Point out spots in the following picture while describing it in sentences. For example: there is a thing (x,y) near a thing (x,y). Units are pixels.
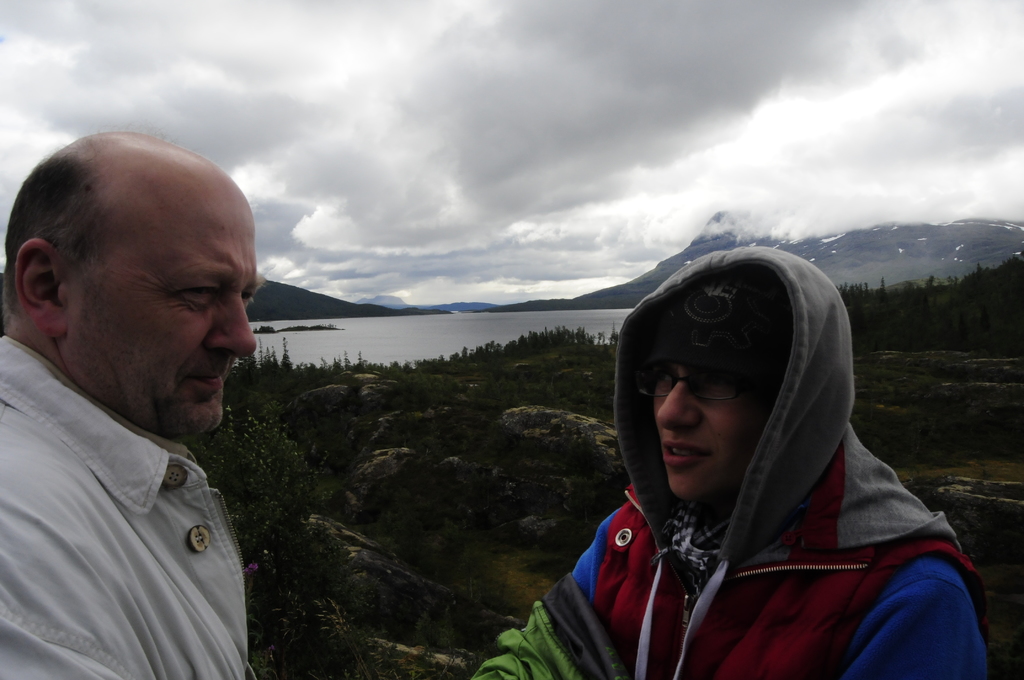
In this image we can see the two persons (48,416). Behind the persons (68,513) we can see a group of trees (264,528), plants (488,471) and the water (397,351). In the background (672,267) we can see the mountains (663,276). At the top (550,105) we can see the sky (582,135).
